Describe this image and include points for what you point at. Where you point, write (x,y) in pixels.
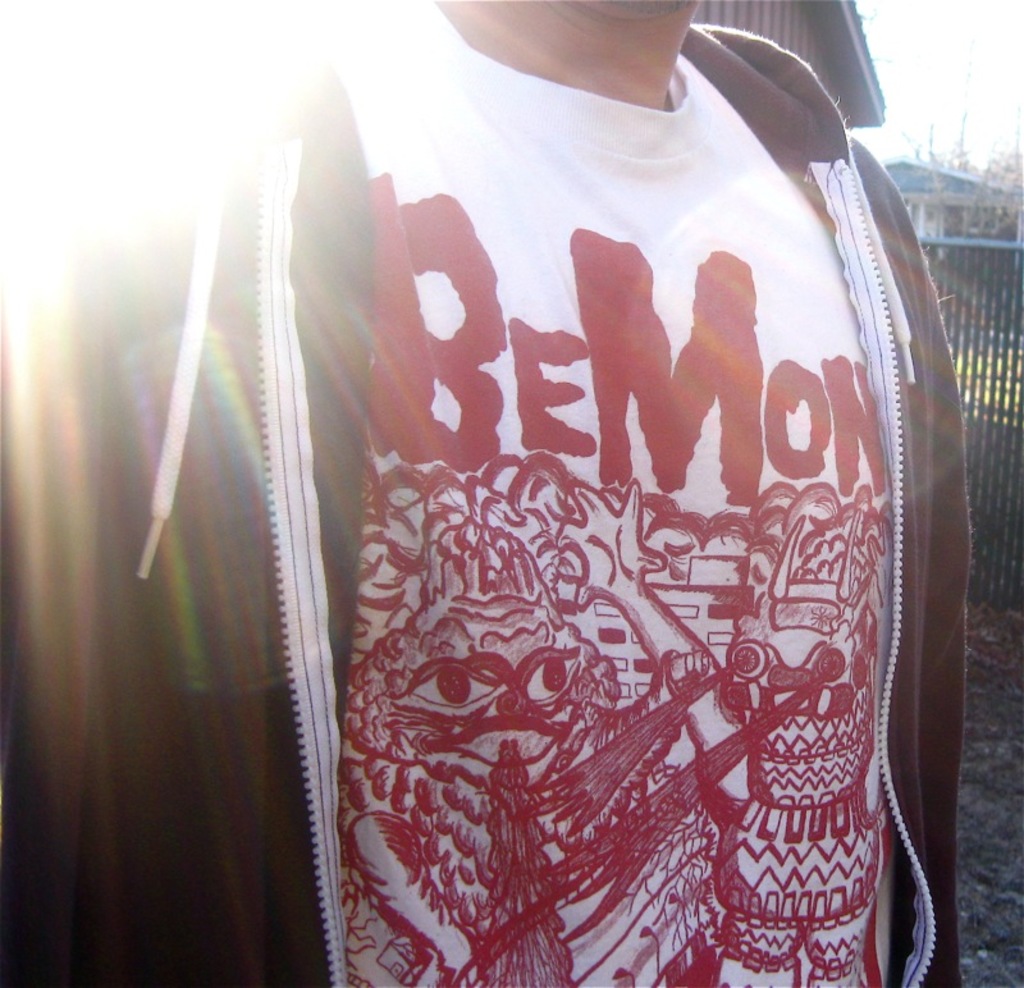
In this image I can see a man (564,598) is standing and wearing a t-shirt (386,412) and a hoodie (235,423). On the t-shirt (624,542) I can see red color design (587,671) and something written on it. In the background (965,160) I can see the sky (1002,92) and other objects (994,308).
